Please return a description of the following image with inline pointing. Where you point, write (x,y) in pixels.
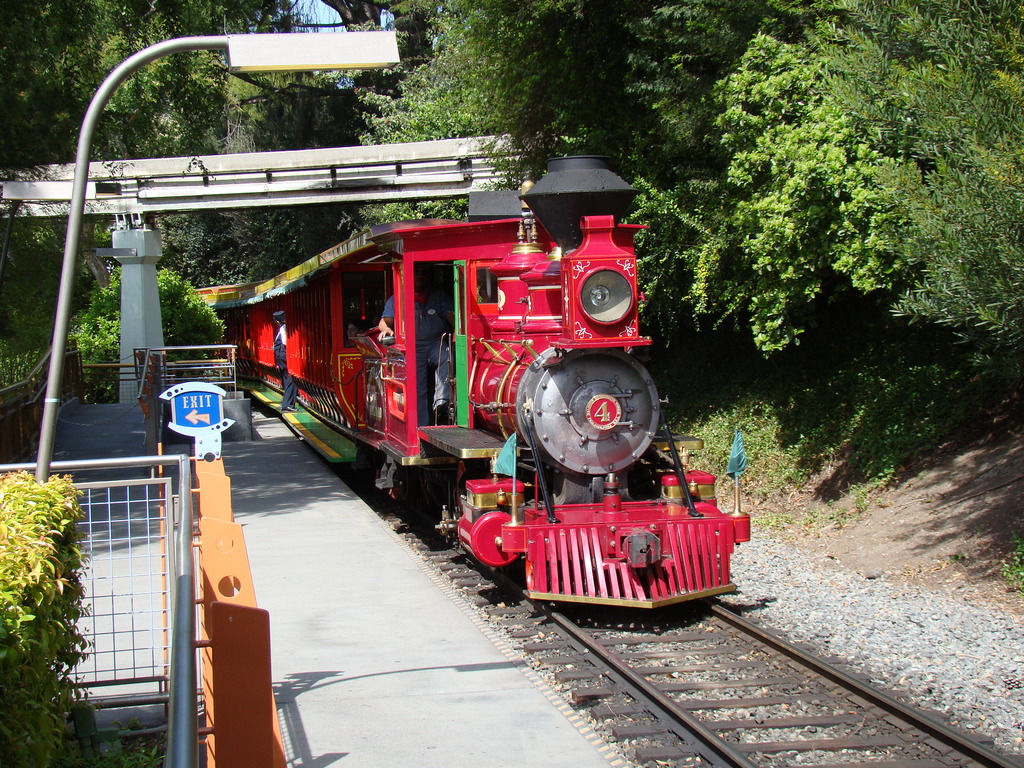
In this picture we can see a train (238,319) on a railway track (774,693), platform (451,603), pole (48,429), fence (69,398) and in the background (744,212) we can see trees (279,13).
